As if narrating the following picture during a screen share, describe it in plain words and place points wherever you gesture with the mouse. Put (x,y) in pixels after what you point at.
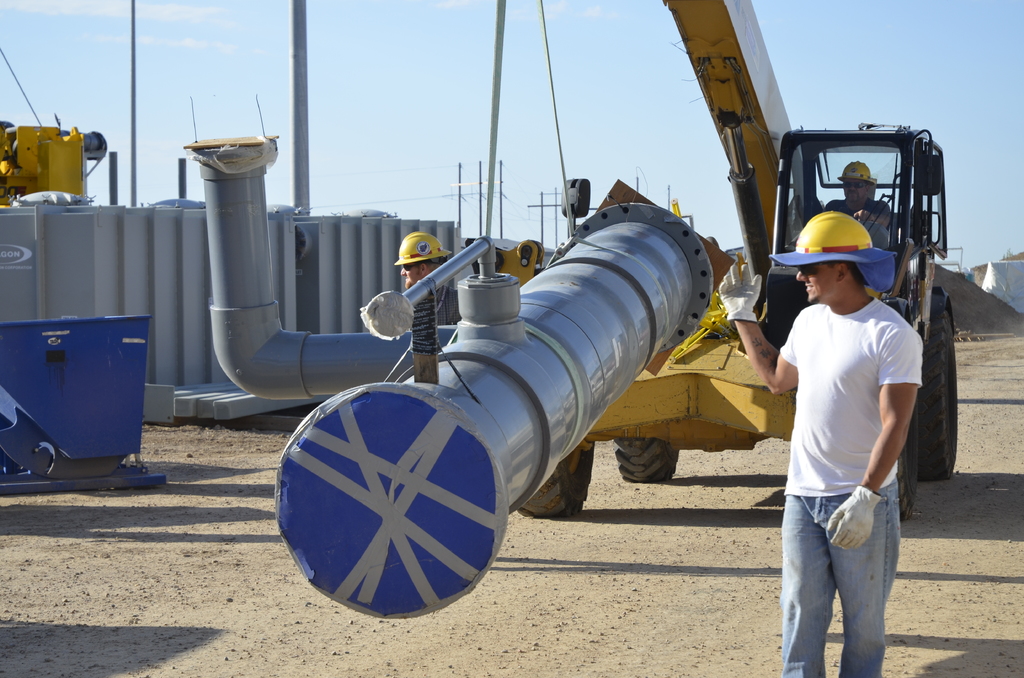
In this image I can see a person (889,213) is driving a vehicle (702,348) on the road (537,566) and two persons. In the background (169,253) I can see metal tanks (180,262), machines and the sky (483,157). This image is taken may be during a sunny day.
